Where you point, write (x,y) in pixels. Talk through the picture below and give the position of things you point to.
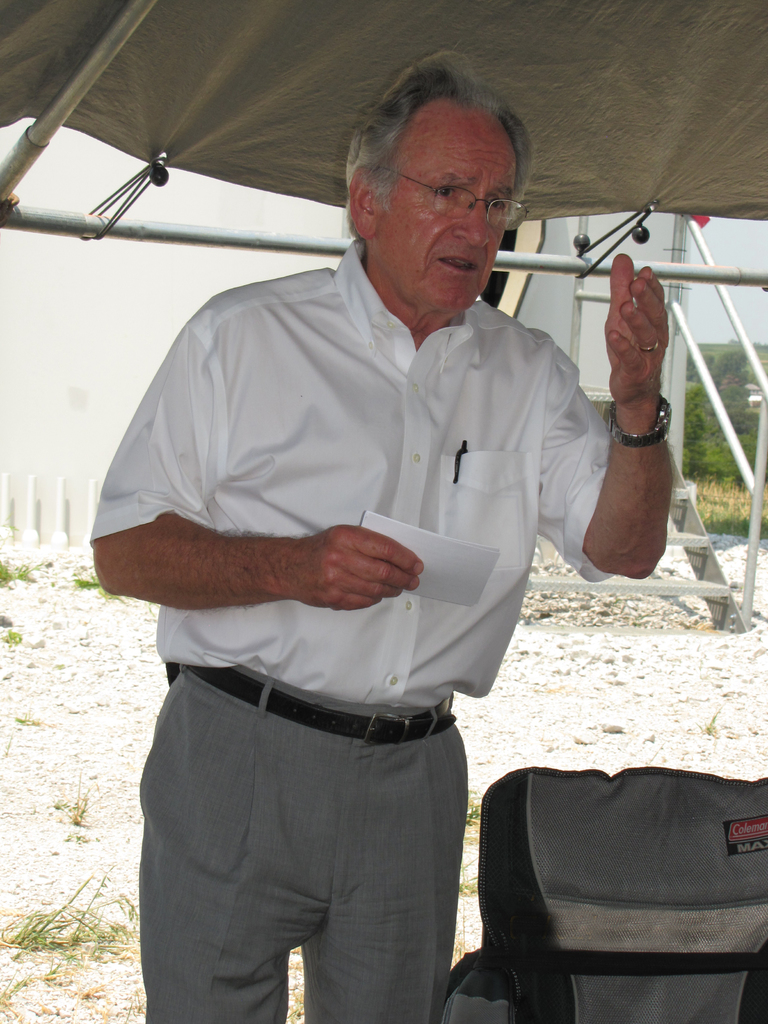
In this image I can see a person (185,534) standing wearing white shirt (314,473), gray pant (267,867) holding a paper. I can also see bag (690,839) in gray and black color, background (723,442) I can see trees (730,451) in green color, sky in white color.
